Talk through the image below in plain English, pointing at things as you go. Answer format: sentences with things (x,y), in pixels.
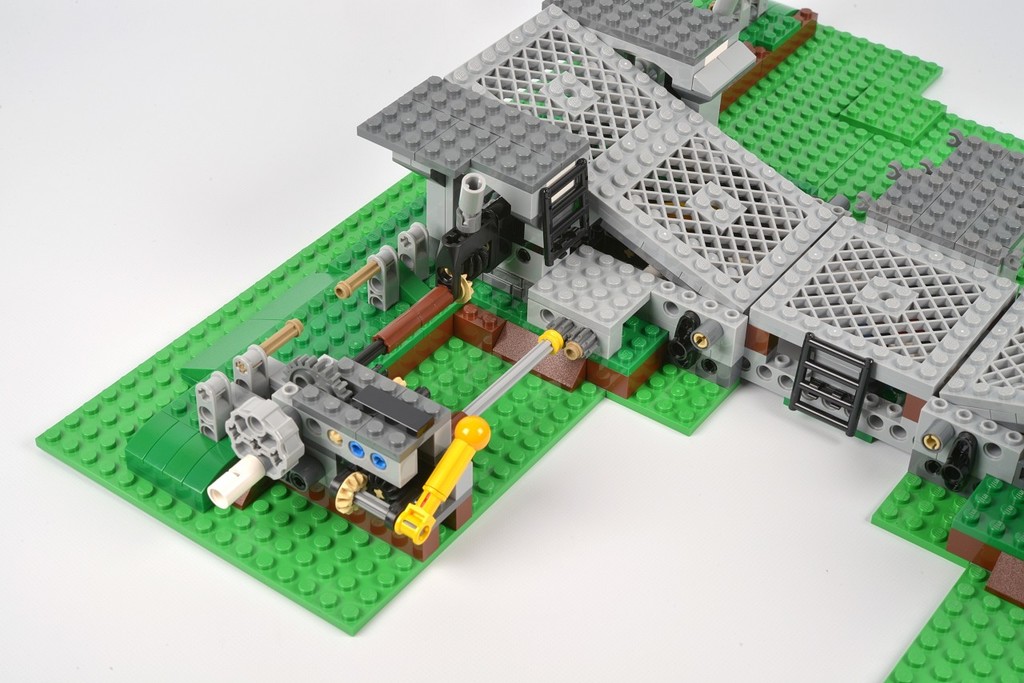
In this picture I can see the Lego toys (638,246) in front (447,378), which are of green, grey, white, blue, black and yellow color and they're on the white color surface (44,526).
